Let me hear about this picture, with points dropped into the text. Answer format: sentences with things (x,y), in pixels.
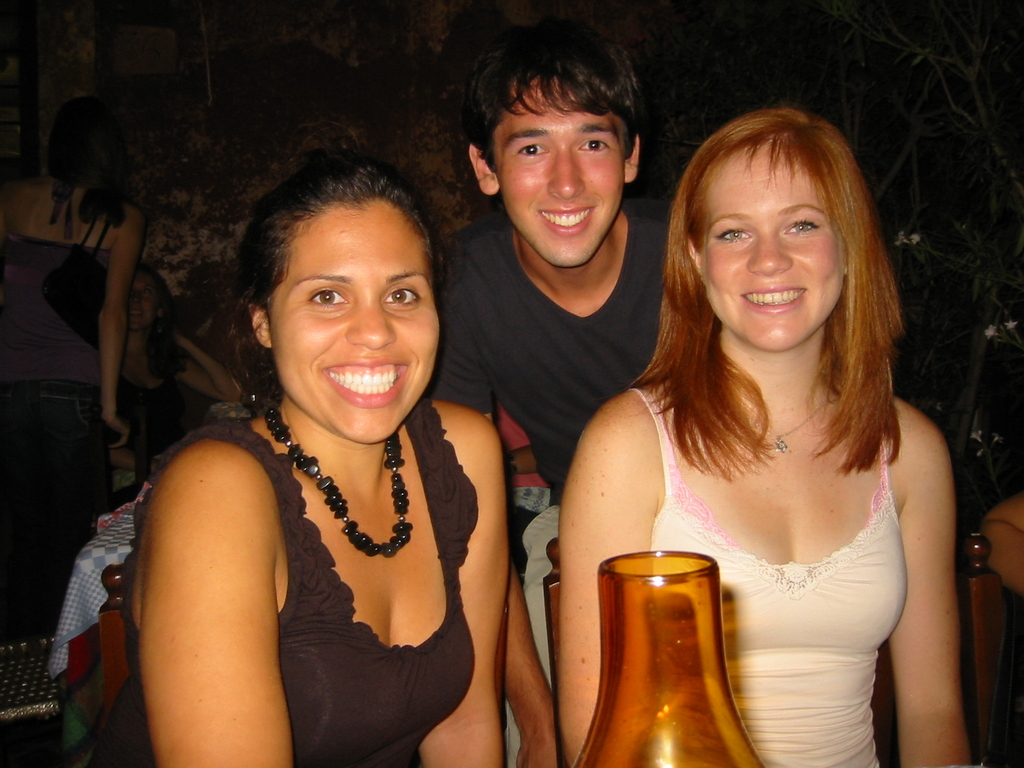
In the picture we can see a two women (890,430) and a boy (592,178) behind them, they are smiling and in front of them, we can see a jar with light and behind them we can see dark.
